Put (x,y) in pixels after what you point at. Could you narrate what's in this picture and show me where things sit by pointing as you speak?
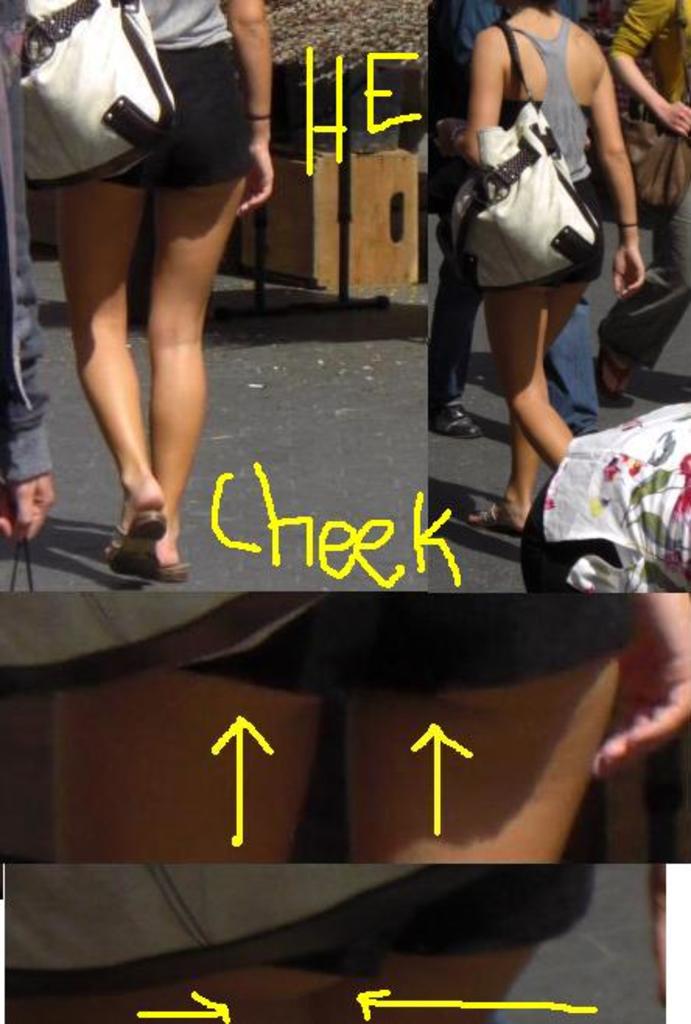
A collage picture. In this pictures we can able to see a woman (175,444) is walking and wore handbag (541,208).
